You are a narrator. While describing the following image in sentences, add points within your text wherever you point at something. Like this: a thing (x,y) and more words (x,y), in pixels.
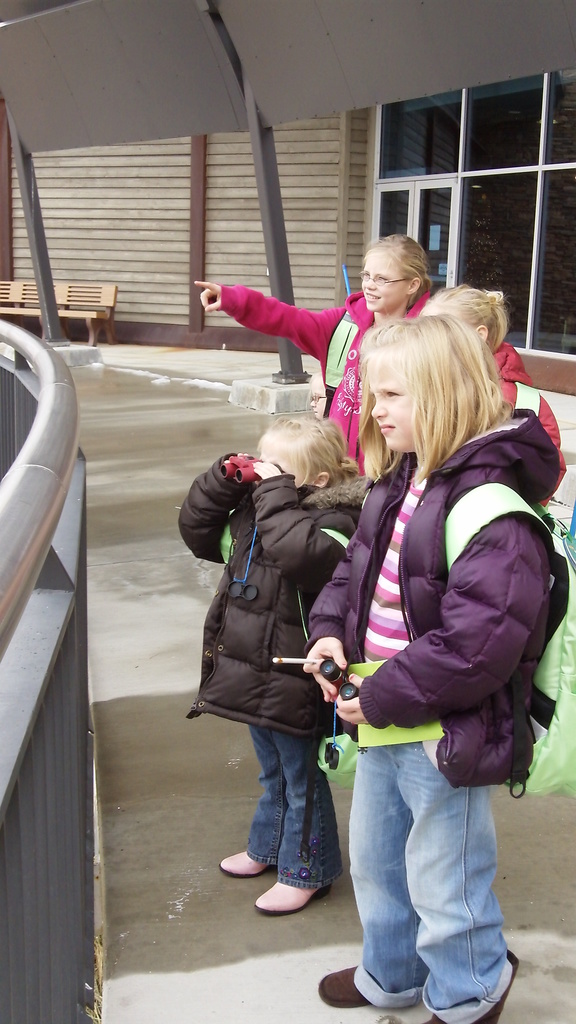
This image is clicked, outside the building (233,208). There are few people (410,951) in this image. In the front (489,604), the girl (461,635) is wearing purple jacket (478,666) and a bag pack (568,707). In the background (180,233), there is a wall (216,239), bench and windows (457,188).
